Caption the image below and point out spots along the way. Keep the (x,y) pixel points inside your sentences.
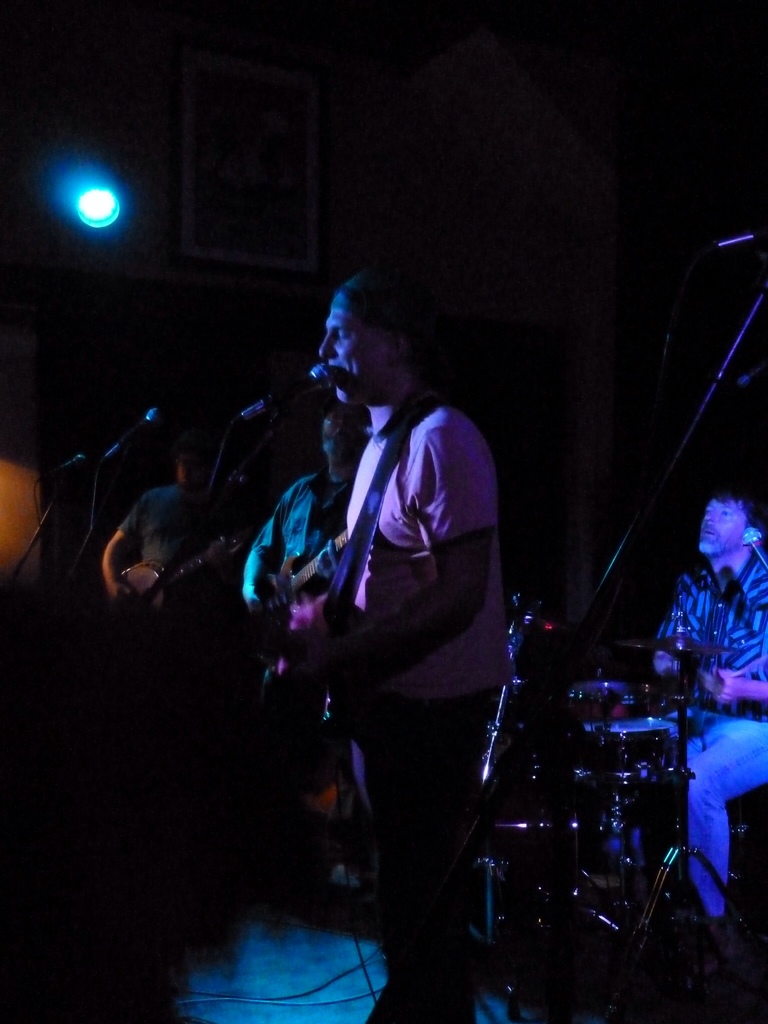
Background (551,206) is very dark. This is a light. We can see persons (479,720) standing in front of a mike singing and playing guitar (334,684). At the right side of the picture (710,733) we can see a man (717,727) sitting and playing drums (581,830). This is a mike (110,450).
